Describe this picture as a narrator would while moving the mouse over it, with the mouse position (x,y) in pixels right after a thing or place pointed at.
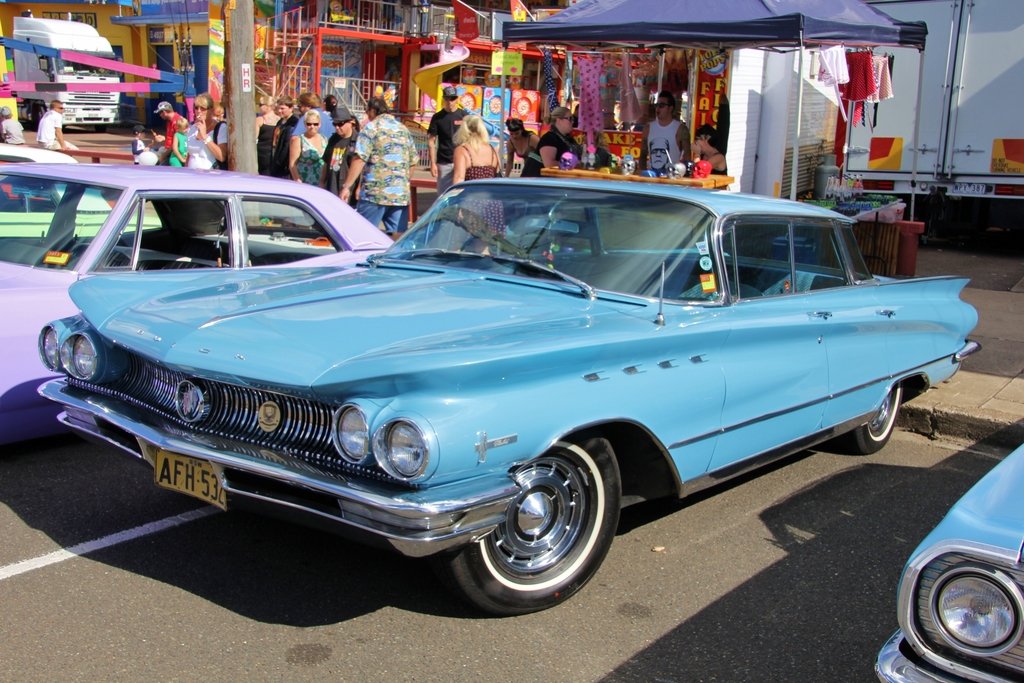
Here we can see cars (351,344) on the road (707,636). In the background (355,131) there are few persons (327,147) standing and few (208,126) are sitting and we can see buildings (130,57), vehicles (95,116), tents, stores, staircase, a person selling clothes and other objects (120,69).
